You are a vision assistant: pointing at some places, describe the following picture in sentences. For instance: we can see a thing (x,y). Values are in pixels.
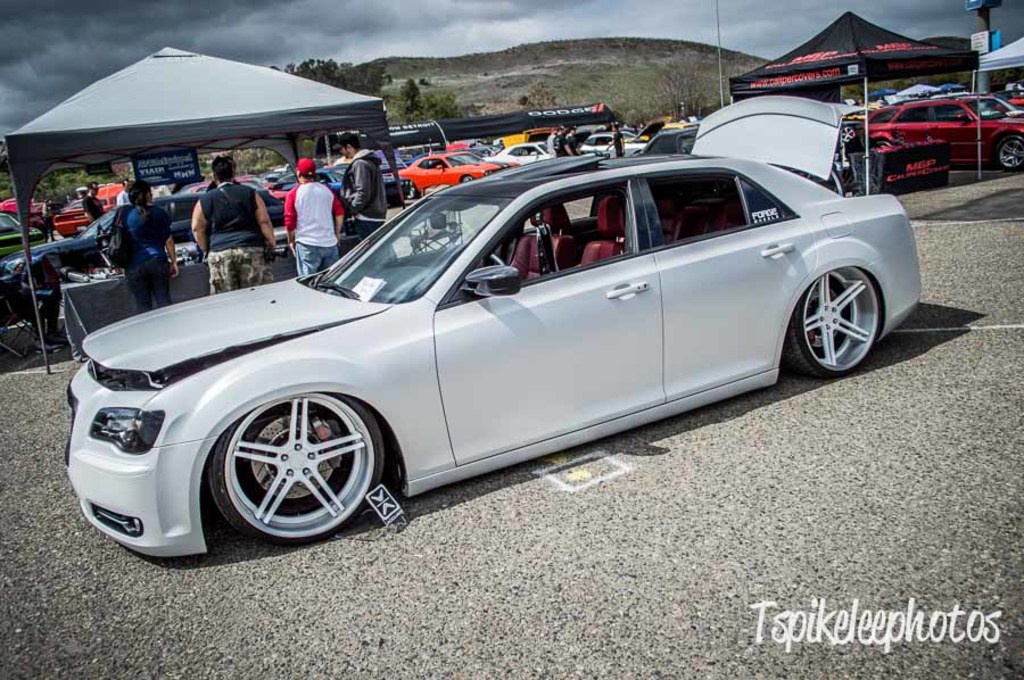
In the picture I can see a white color car (750,345) on the road (928,623) and there are few people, cars (525,162), tents (507,119) and trees (410,119) in the background (462,129) and there is something written in the right bottom corner (930,634).
